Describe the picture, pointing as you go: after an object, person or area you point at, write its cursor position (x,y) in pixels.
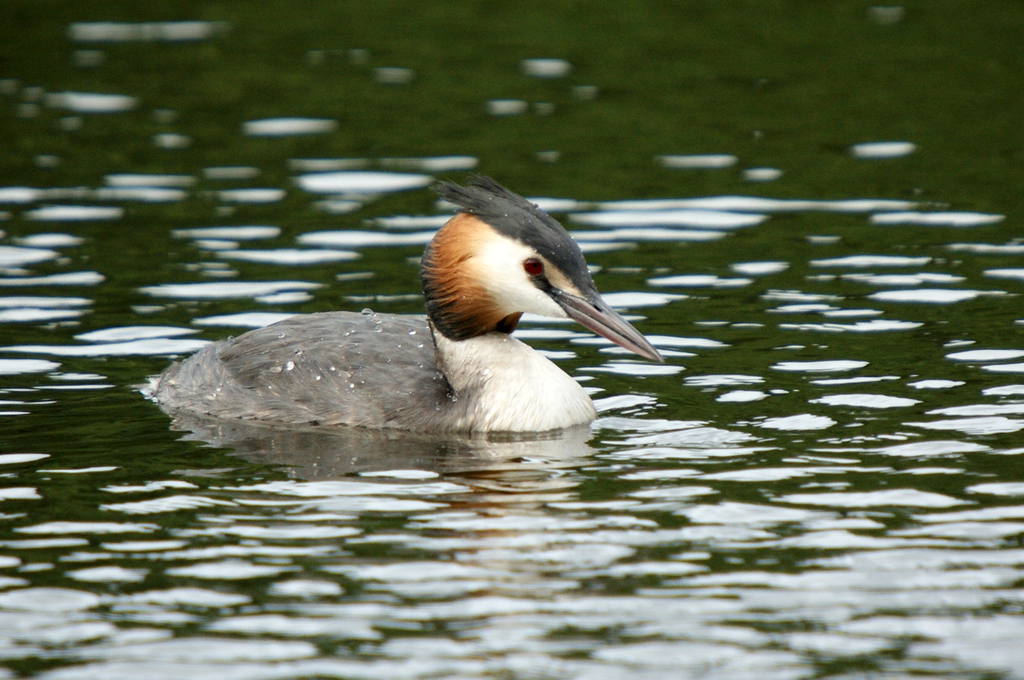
It is a grebe (474,356) which is swimming in the water (461,524).
